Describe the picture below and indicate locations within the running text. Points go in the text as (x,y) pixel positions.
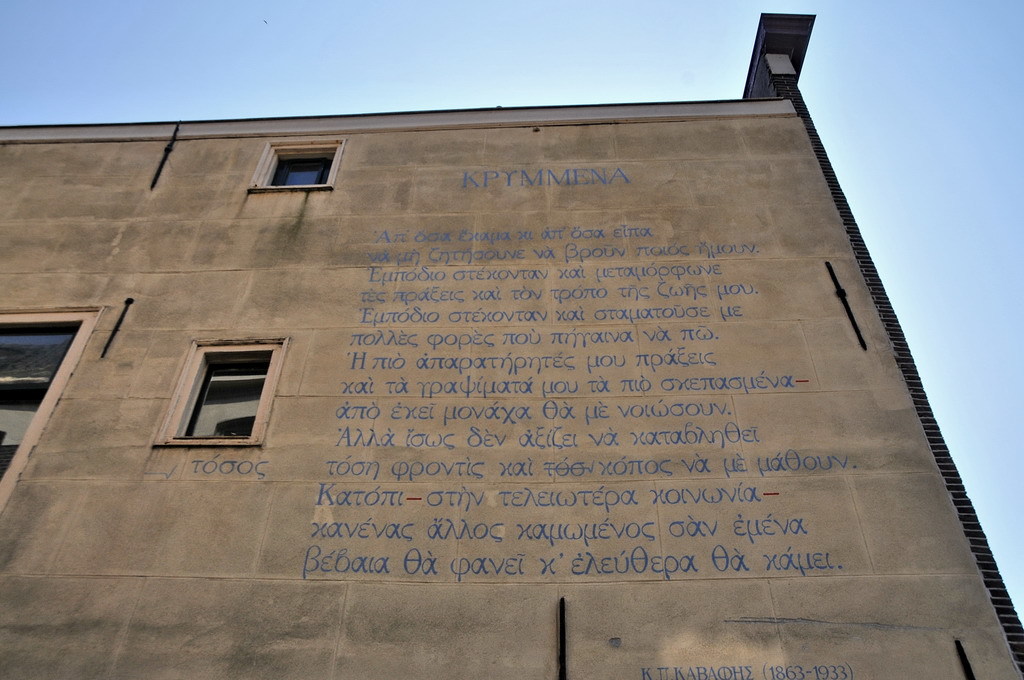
This image consists of a building (268,385). It has windows (193,424). There is sky (428,31) at the top (414,84).
